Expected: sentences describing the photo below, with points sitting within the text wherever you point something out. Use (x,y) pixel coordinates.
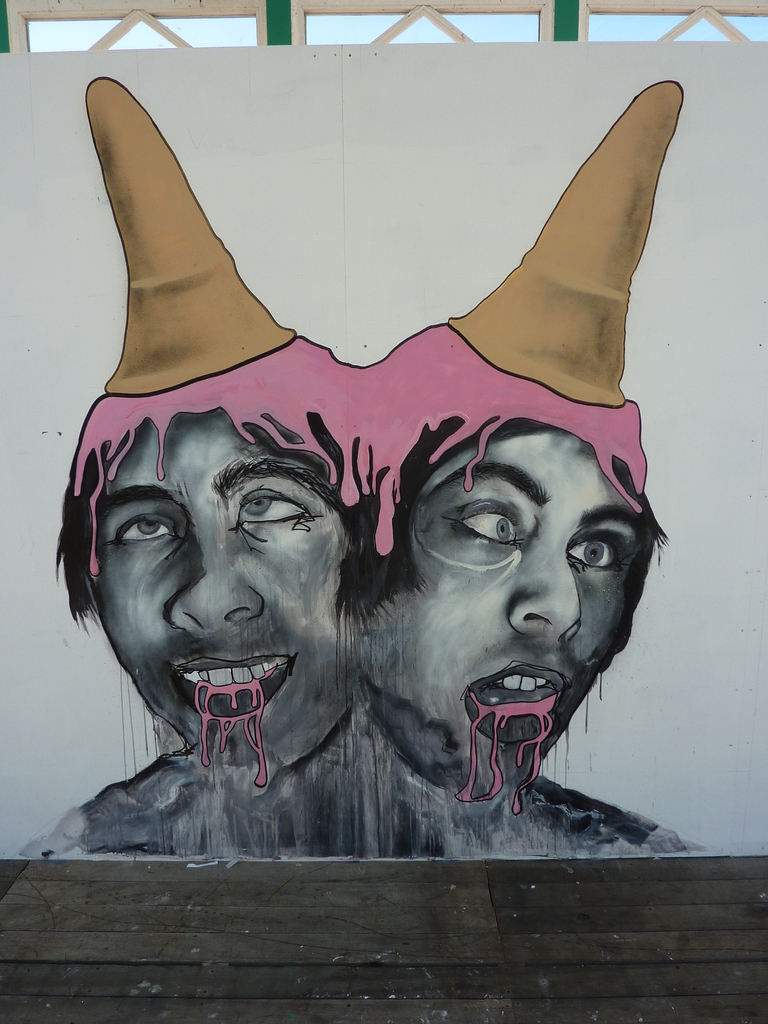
In this picture we can see the person's paintings (460,376) on the wall (689,632). At the bottom (578,965) we can see the wooden floor (540,988). At the top (74,45) we can see the sky (34,38).
